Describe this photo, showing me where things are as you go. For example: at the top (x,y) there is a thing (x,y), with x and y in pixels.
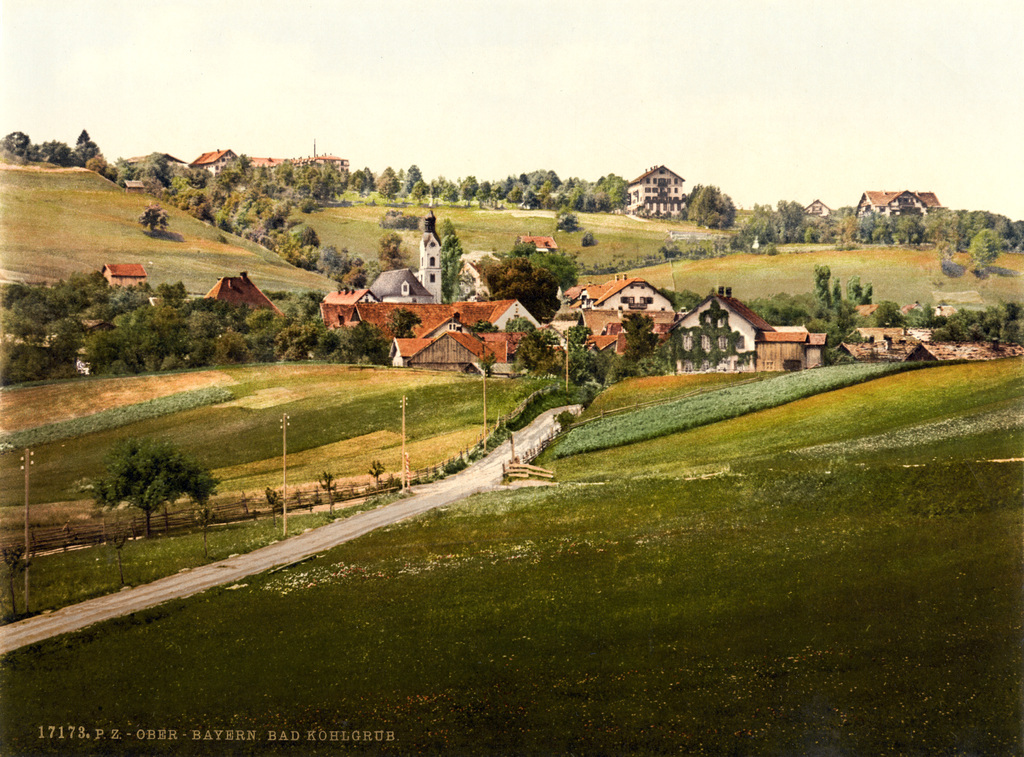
In this image I can see trees (92,290) in green color, few electric poles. Background (134,271) I can see few houses (476,348), and sky (493,116) is in white color.
